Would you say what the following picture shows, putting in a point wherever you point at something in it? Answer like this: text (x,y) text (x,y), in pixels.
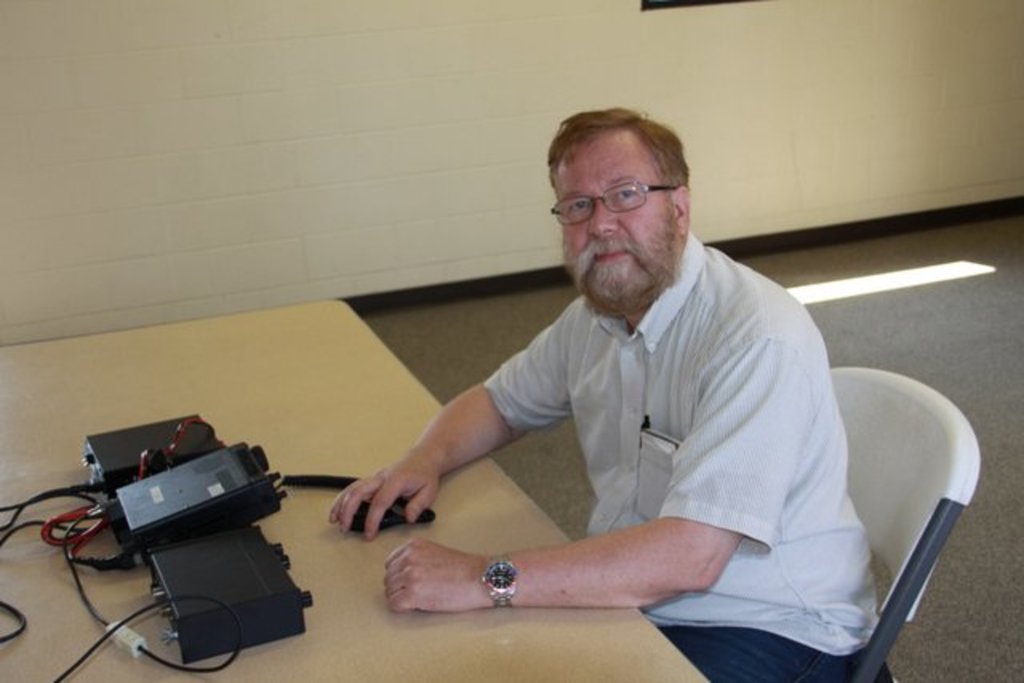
In the picture we can see a man (800,579) sitting on the chair (885,448) near the table (342,372) on it, we can see an electronic device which is black in color with wires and in the background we can see a wall (405,151).
